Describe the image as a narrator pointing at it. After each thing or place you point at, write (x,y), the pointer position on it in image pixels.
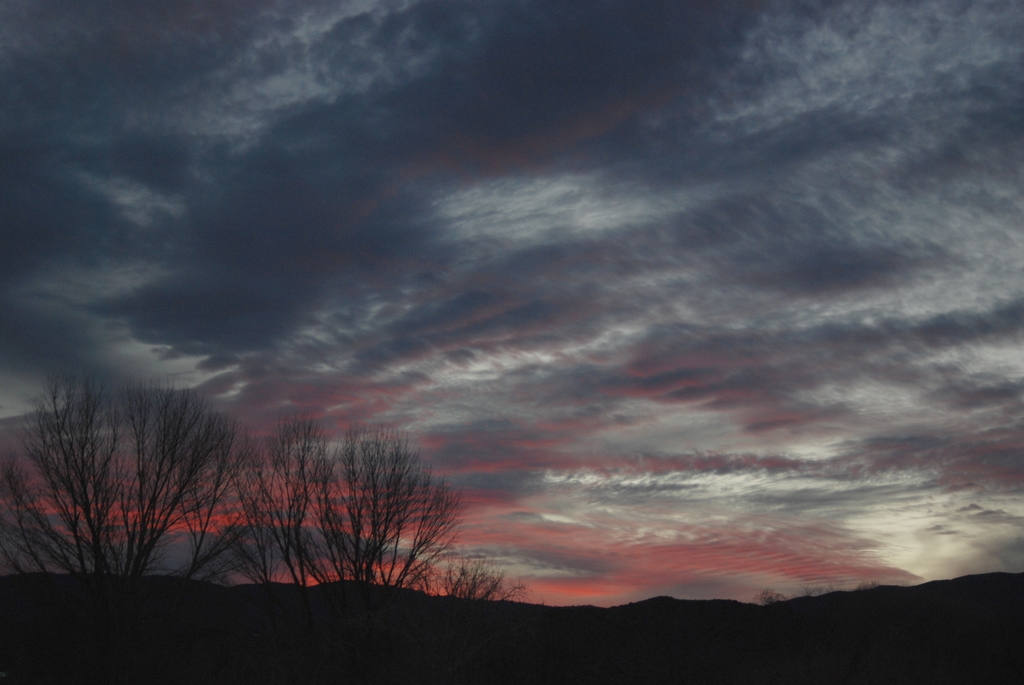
There are trees (263,491) in the foreground area of the image (315,520) and sky (407,395) in the background (519,229).
